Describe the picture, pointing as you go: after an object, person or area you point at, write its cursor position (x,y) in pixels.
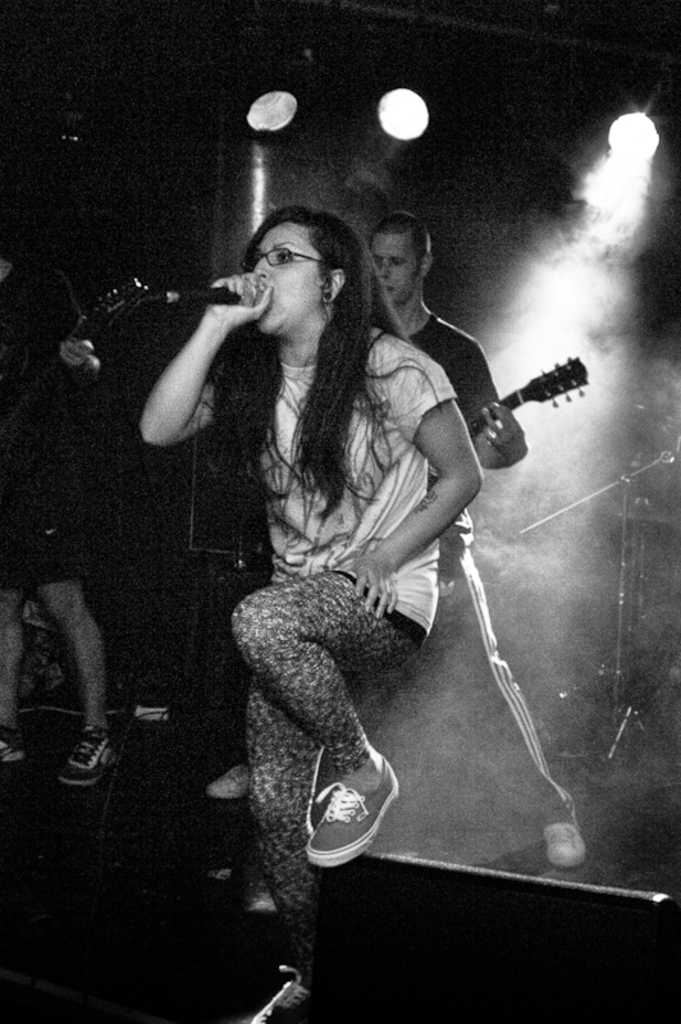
In the picture we can see a woman (416,382) standing on one leg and holding a microphone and singing a song in the microphone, in the background (442,664) we can see a man (485,626) standing and holding a guitar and a lights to the stand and pole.
